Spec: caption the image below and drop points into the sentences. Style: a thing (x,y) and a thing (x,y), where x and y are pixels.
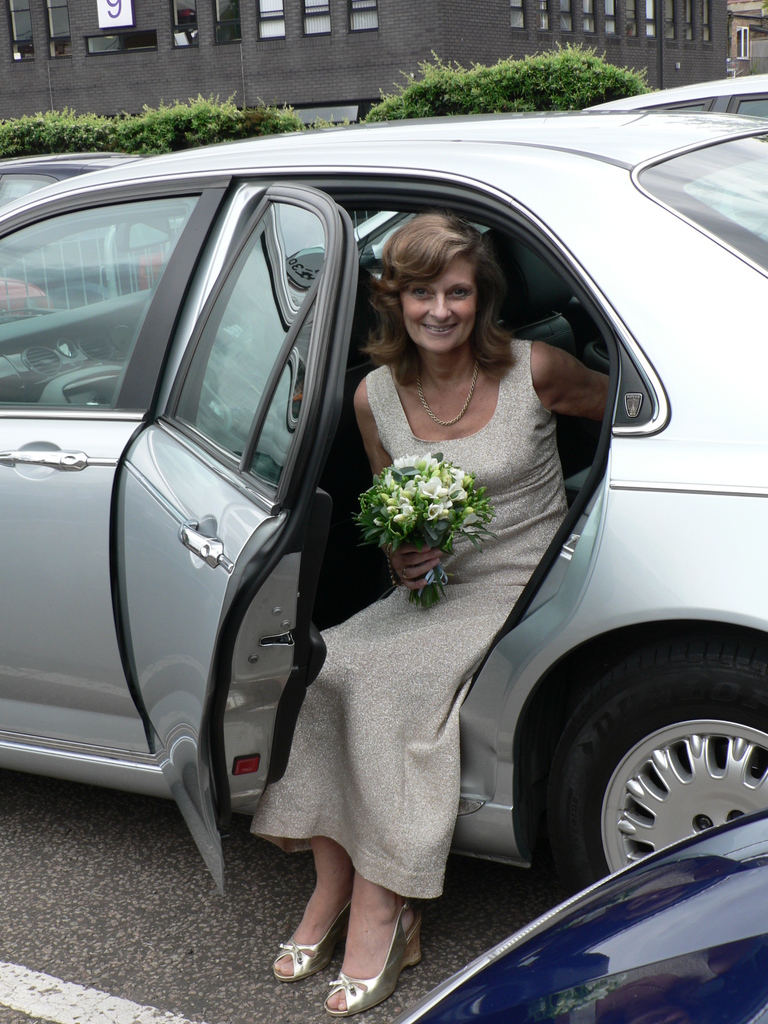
In the middle of the image (315,586), there is a car (64,339) which is silver in color, in which a woman (529,485) is sitting on the seat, holding a flower bouquet (444,524) in her hand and having a smile on her face (434,325). And a car (603,184) is standing on the road (264,943). In the background (316,107) top, a building (416,21) is visible and windows (137,37) are visible. Below that plants (250,112) are visible. At the bottom of the image (535,933), another car (551,1011) is visible which is half visible. This image is taken during day time on the road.
